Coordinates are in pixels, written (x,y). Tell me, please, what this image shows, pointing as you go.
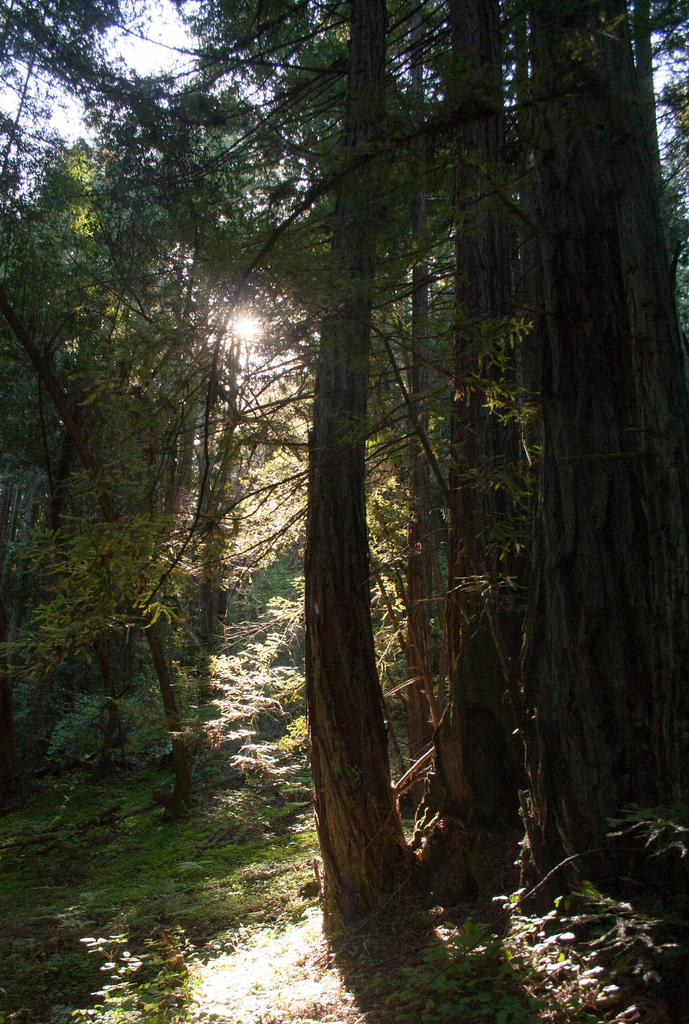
This image is taken outdoors. At the bottom of the image (167,945) there is a ground (113,917) with grass (155,860) on it. At the top of the image (162,50) there is a sky (149,50). In the middle of the image (373,524) there are many trees (439,691) and plants (138,715) on the ground (158,843).
